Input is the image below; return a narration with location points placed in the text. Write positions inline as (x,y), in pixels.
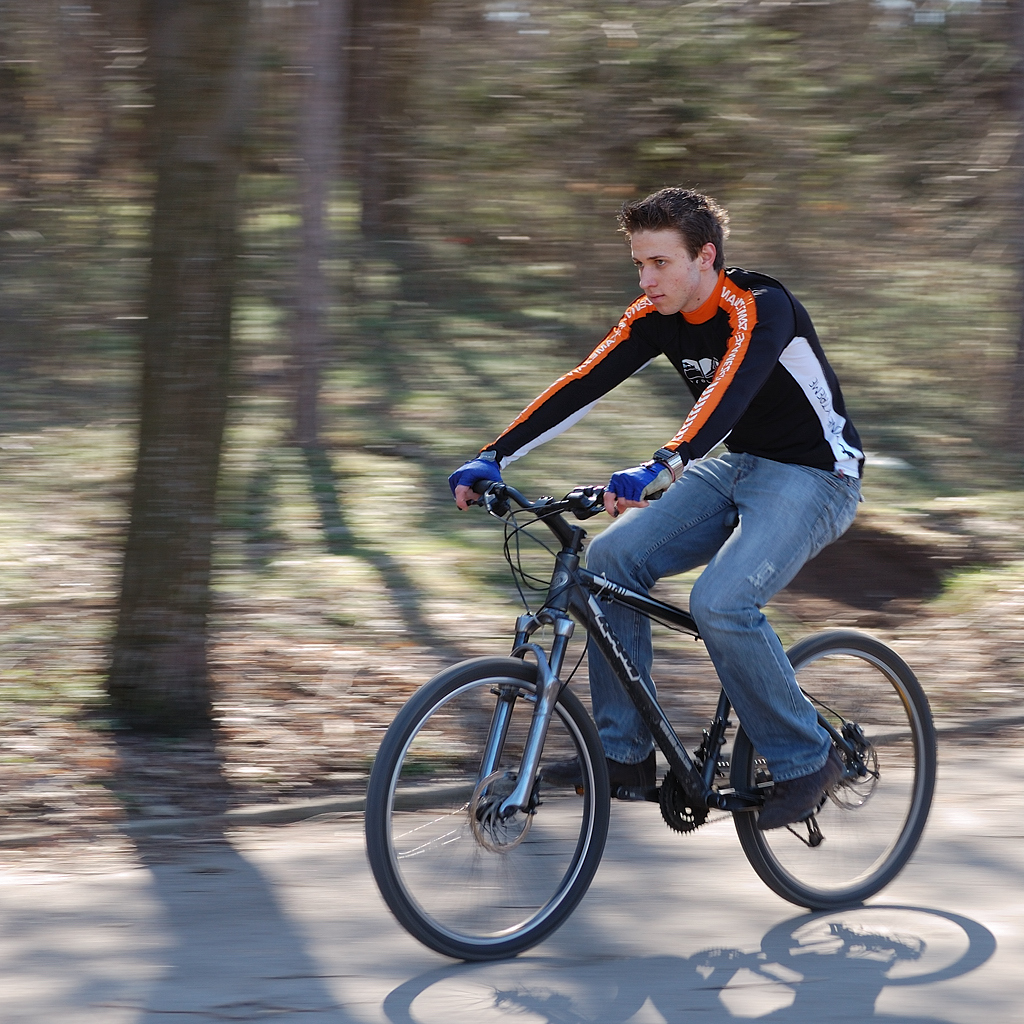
In this image we can see a person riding a bicycle (845,792) on a road (436,969).
